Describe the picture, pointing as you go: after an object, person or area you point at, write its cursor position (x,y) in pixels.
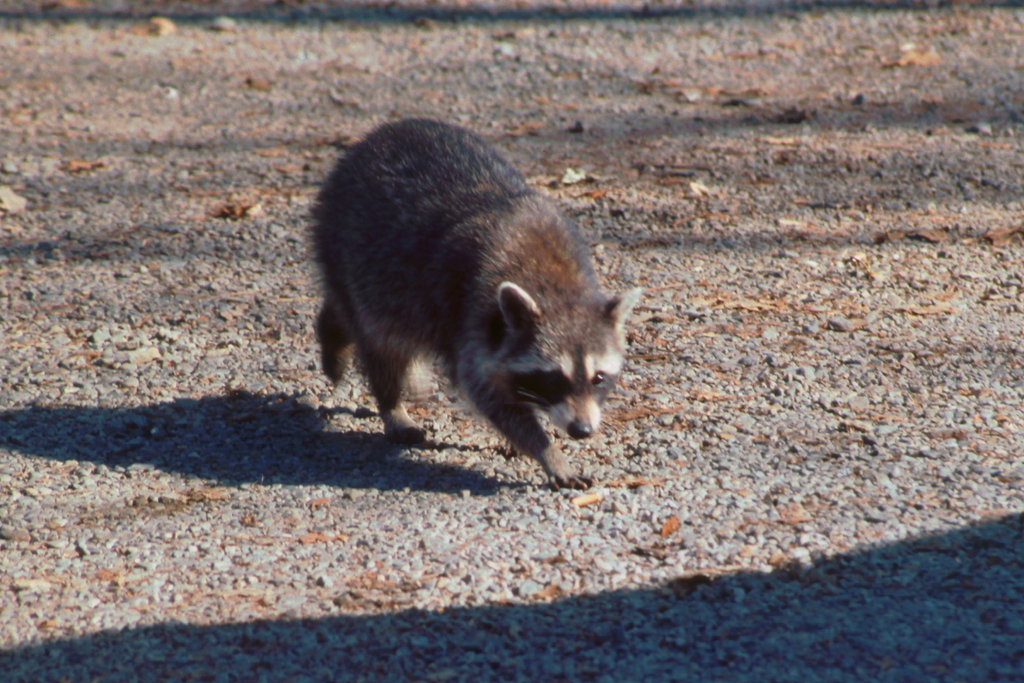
In this picture, we see a raccoon (340,255). At the bottom (610,535), we see the pavement (654,515) and the dry leaves (665,525). On the left side (31,445), we see the shadow (248,460) of the raccoon (526,381).
